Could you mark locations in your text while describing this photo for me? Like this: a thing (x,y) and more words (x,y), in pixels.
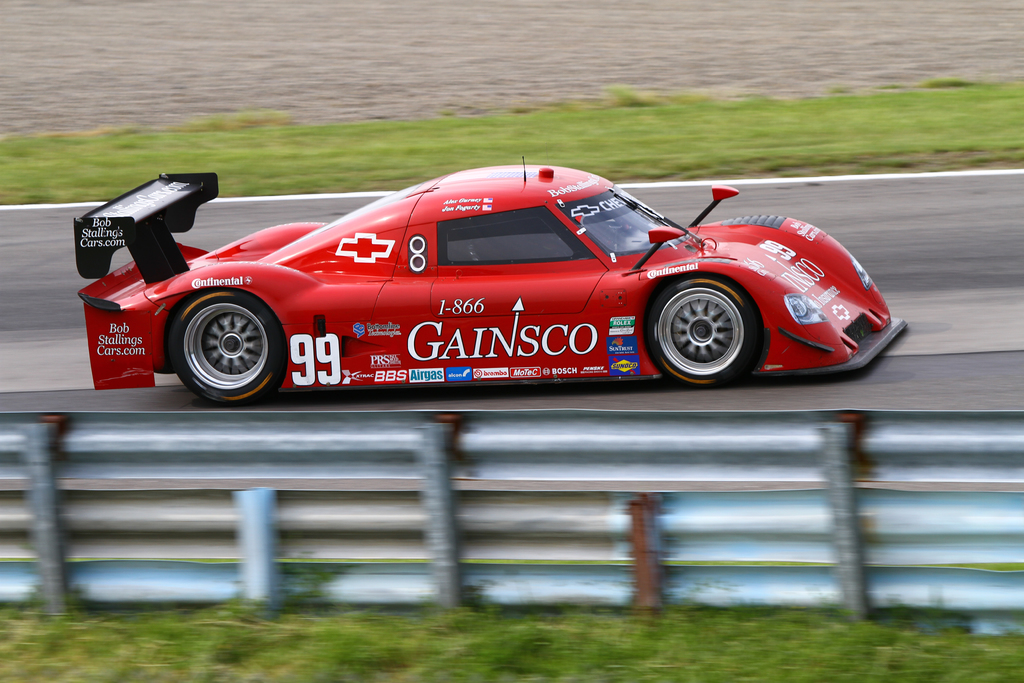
In this picture we can see a fence (353,584) and a vehicle (173,254) on the road (179,238) and in the background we can see grass (216,159) on the ground (57,78).
